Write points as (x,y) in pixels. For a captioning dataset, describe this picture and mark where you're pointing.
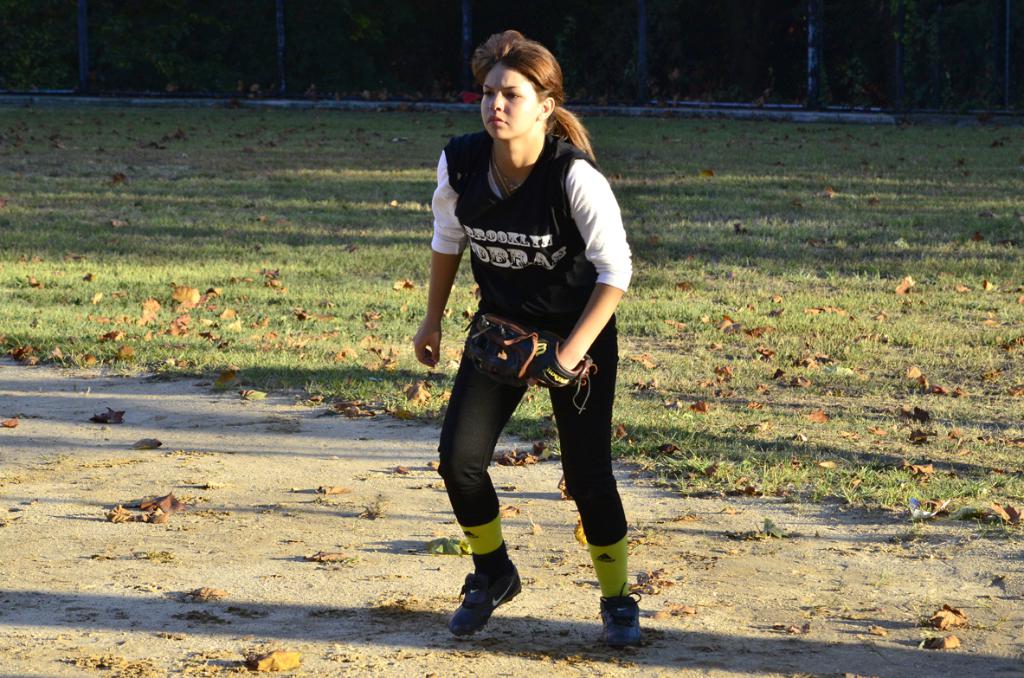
In this image we can see a woman (498,426) wearing a baseball glove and there are some dry leaves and grass (881,382) on the ground (916,325). In the background (618,58), we can see the fence (240,58).
